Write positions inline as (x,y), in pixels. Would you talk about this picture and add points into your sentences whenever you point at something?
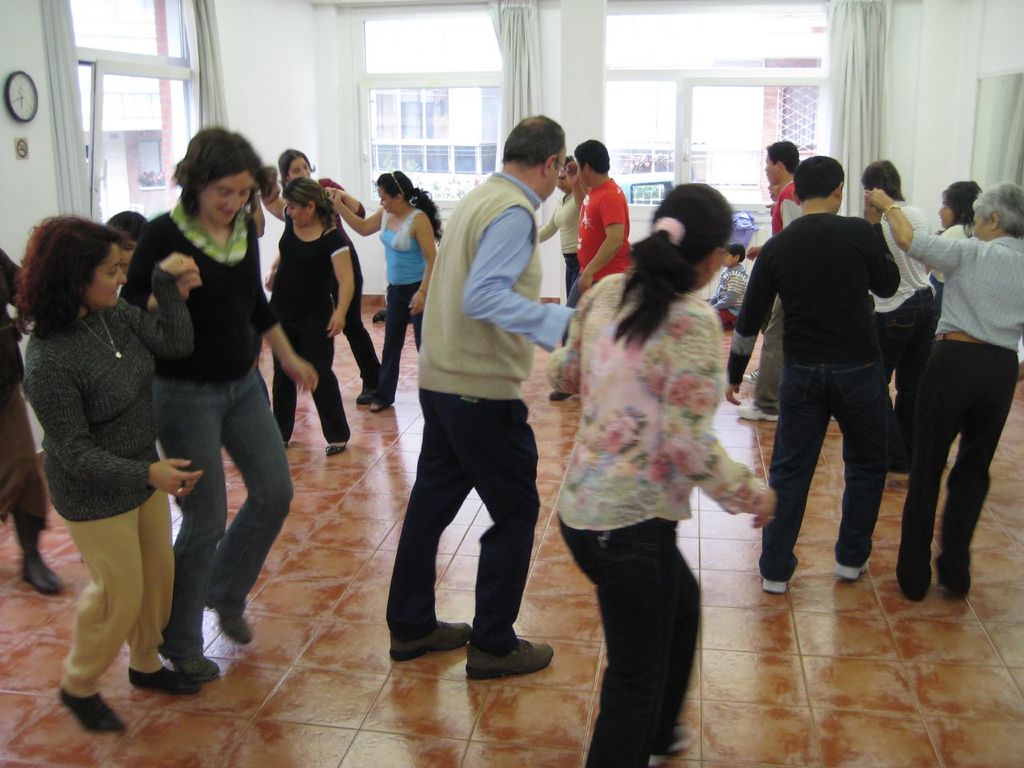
In this image we can see some people (434,589) in a room (701,656) it looks like there are dancing and there are few windows (98,71) with curtains (501,17) and we can see a wall (41,177) with the clock (8,107). In the background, we can see a building (743,141).
